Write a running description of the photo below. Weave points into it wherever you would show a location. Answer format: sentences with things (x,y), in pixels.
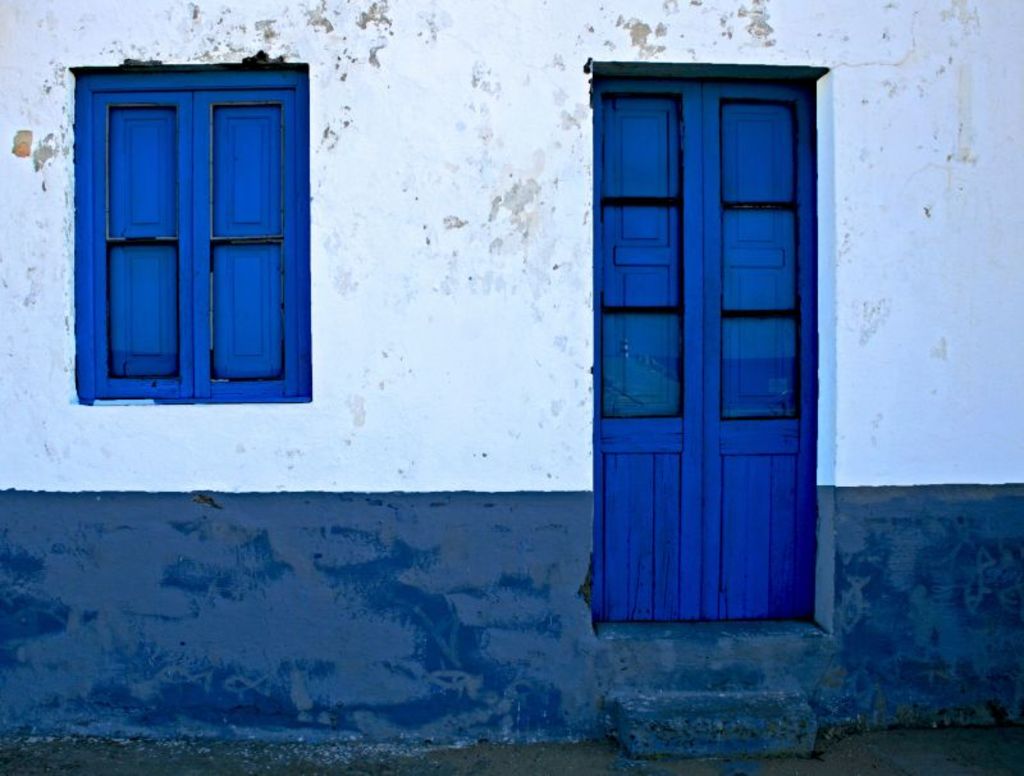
In the picture I can see the wall (408,163) which is in white and blue color. Here I can see blue color windows (300,172) and doors (722,166).
